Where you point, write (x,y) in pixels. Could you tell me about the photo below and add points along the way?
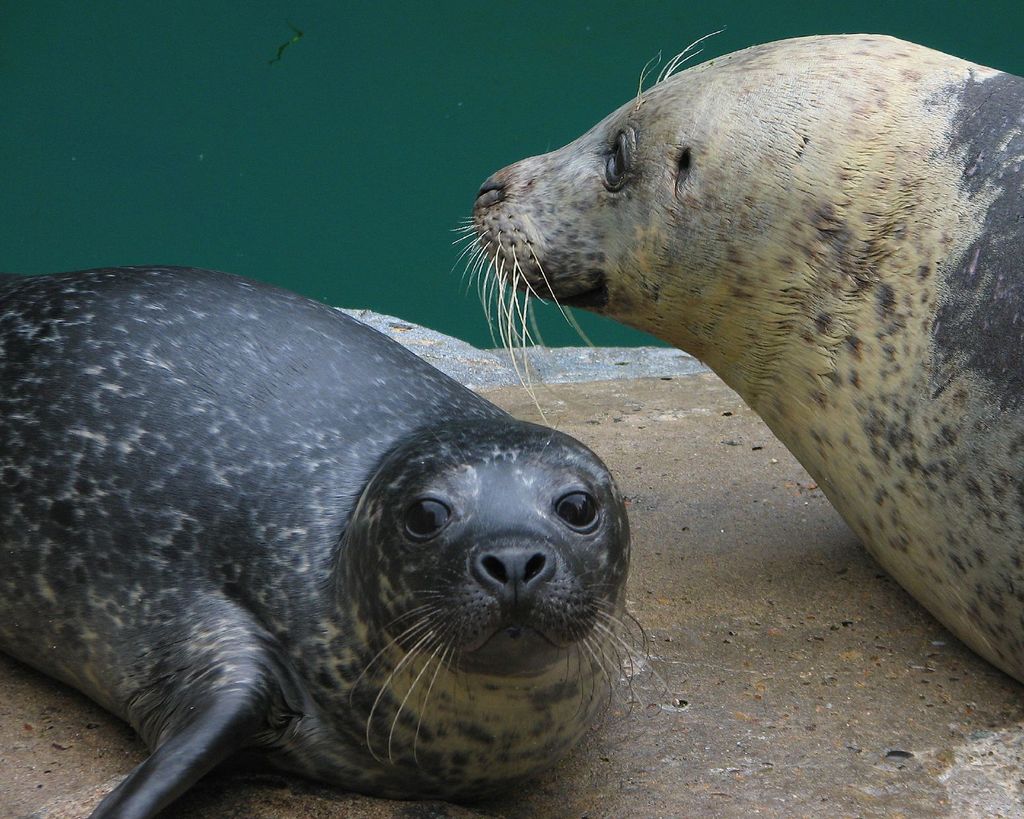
In the image we can see two seals (668,168). Behind the seals (577,161) there is water (282,36).
